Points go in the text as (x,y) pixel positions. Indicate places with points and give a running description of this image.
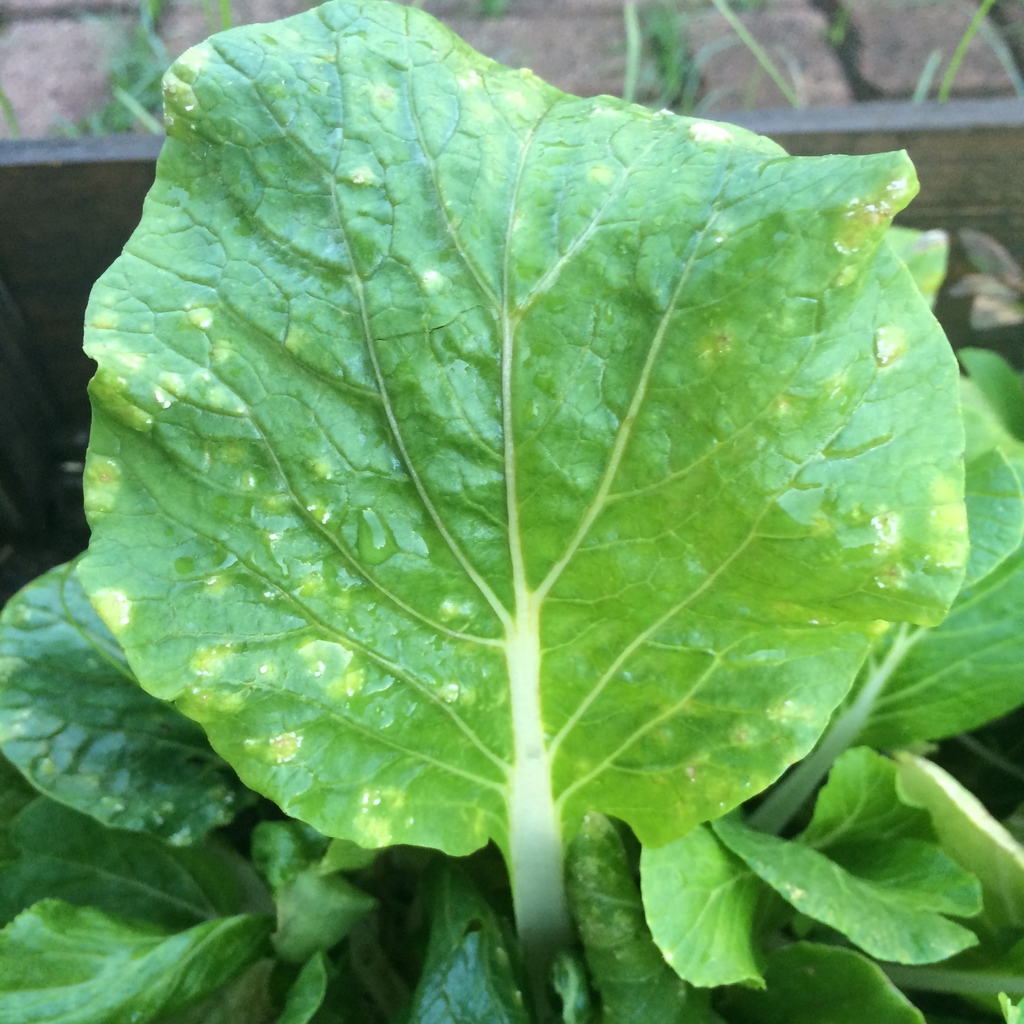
The picture consists of a plant (473,802), we can see the leaves (559,767). The background (68,67) is blurred.
